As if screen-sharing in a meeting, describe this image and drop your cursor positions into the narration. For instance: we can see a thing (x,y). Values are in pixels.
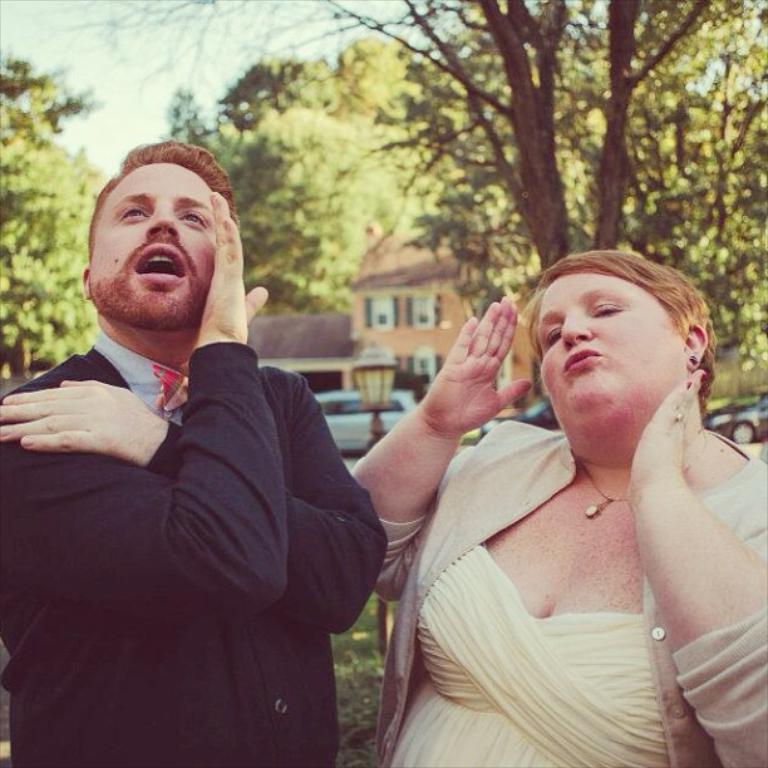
In the image I can see a lady (541,565) and a guy (29,442) and behind there is a house (411,366), lamp (378,421), cars (409,403) and some trees (268,312) and plants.
